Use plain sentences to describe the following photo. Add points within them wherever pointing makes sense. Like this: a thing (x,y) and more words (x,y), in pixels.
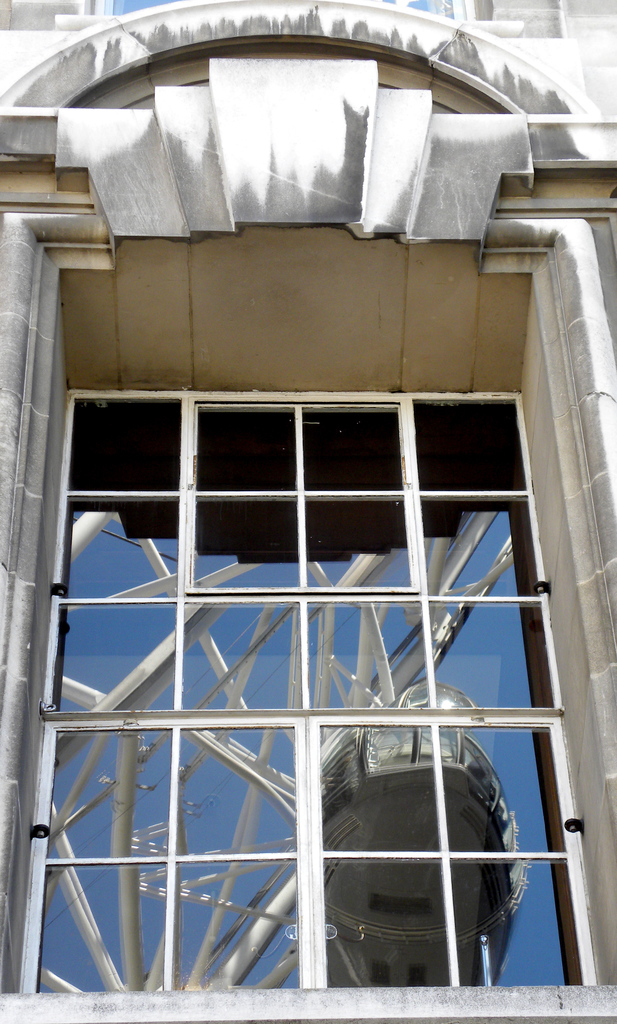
In this image I can see it is the glass window (262,524).
